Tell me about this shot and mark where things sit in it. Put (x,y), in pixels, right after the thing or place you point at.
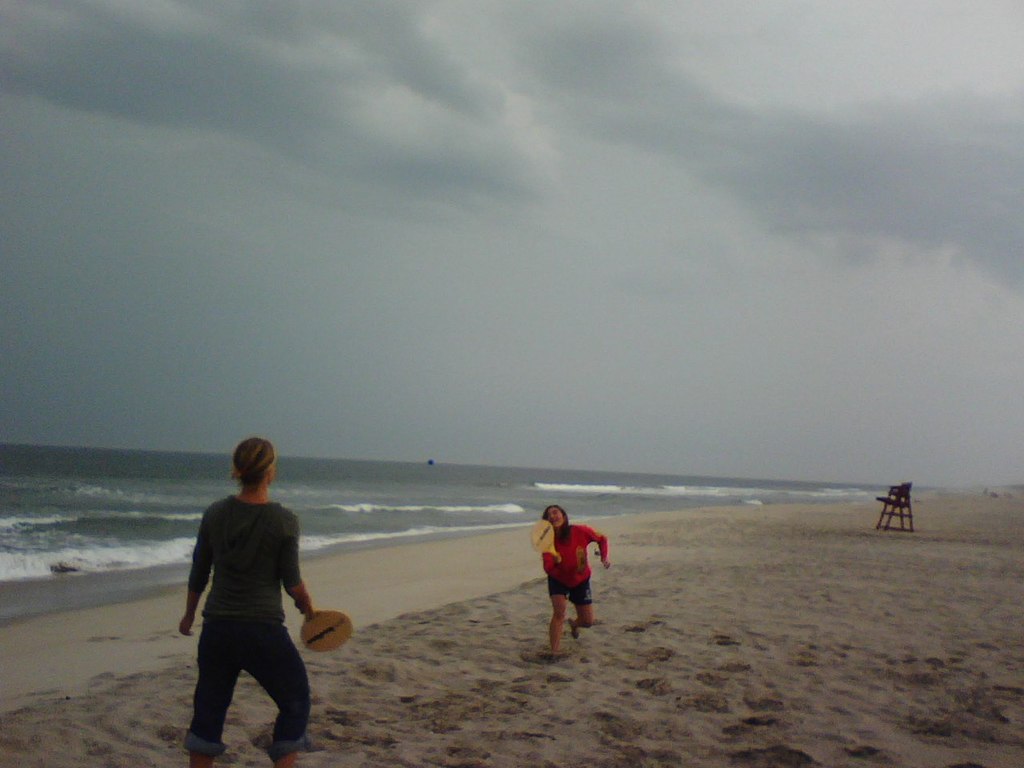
In this image I can see at the bottom (224,515) it looks like two persons (213,590) are playing the game, they are wearing the t-shirts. On the right side (901,503) it may be the wooden chair (889,517) and in the background (427,495) there is water (518,498). at the top (656,237) there is the sky (707,227), at the bottom (564,722) there is the sand (823,729).
